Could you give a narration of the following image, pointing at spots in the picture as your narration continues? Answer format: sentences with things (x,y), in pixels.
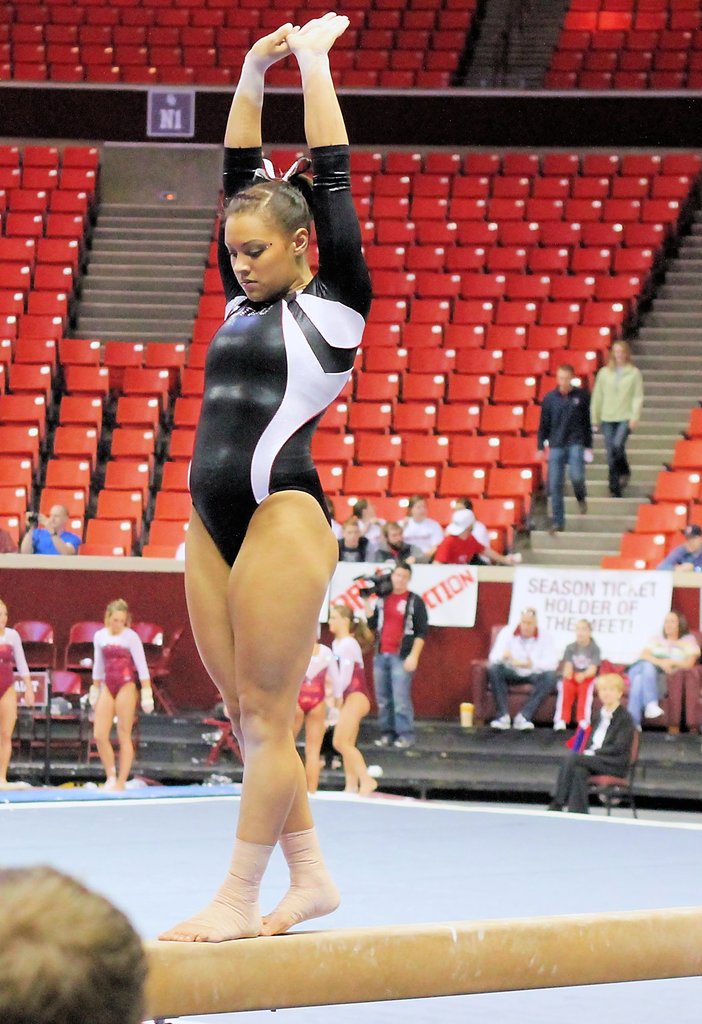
There is a woman (314,368) wearing black dress (265,379) is standing on an object (393,957) and there are few other persons (357,697) in the background (563,412).
